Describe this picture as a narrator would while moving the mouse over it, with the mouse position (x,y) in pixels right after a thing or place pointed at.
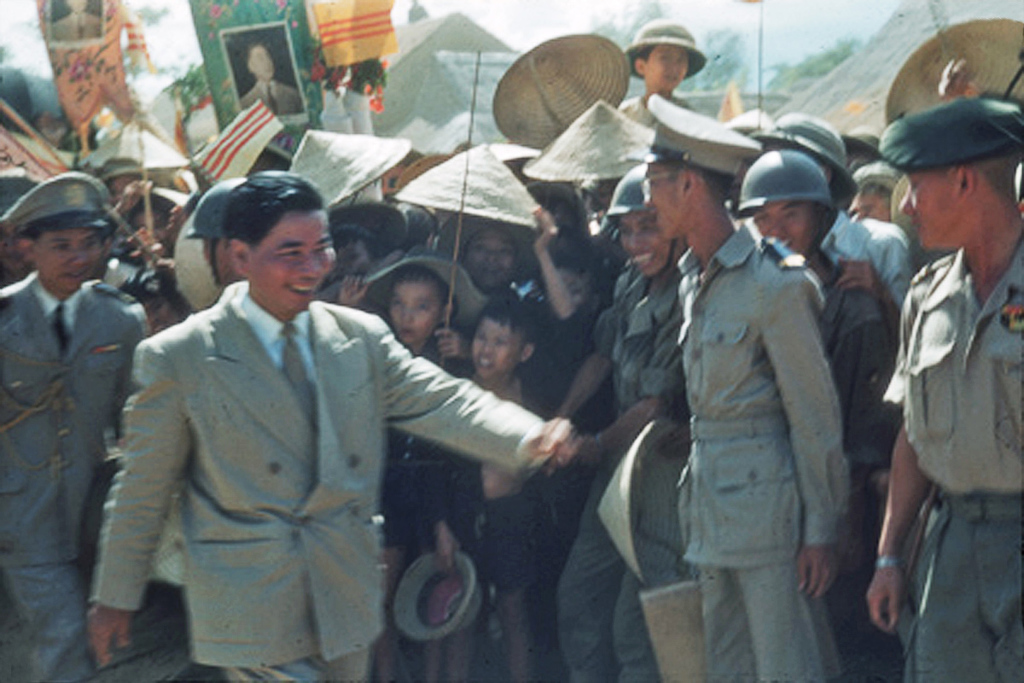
In front of the picture, we see a man (307,472) in the suit (307,457) is walking. He is smiling. Behind him, we see two men (43,335) are standing. Beside him, we see many people (647,339) are standing. We even see the man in the uniform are standing. Some of them are holding the hats (318,172) in their hands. In the background (309,65), we see the people (126,129) are holding the posters (276,28) and the flags (244,127) in yellow, white and red color. There are buildings (457,90), trees (712,60) and a pole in the background (471,80). This picture is blurred in the background (579,155).
